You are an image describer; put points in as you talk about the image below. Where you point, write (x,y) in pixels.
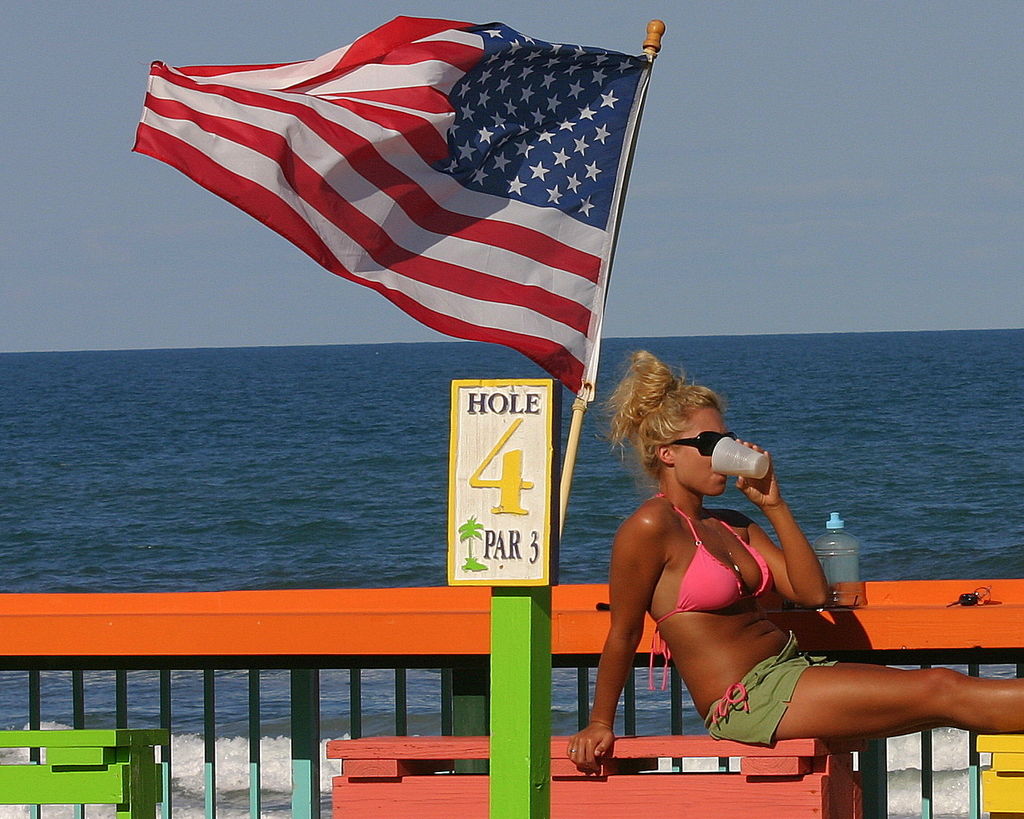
In this image there is a woman (766,722) sitting on the bench (708,788). She is holding a glass (739,474). She is wearing goggles (700,444). Front side of the image there is a pole (529,588) having a board (493,541) and a flag (492,276) attached to it. There are few benches (36,791). Behind there is a fence (211,677). Background (318,474) there is water (326,493) having tides (280,758). Top of the image (811,185) there is sky (733,218).
